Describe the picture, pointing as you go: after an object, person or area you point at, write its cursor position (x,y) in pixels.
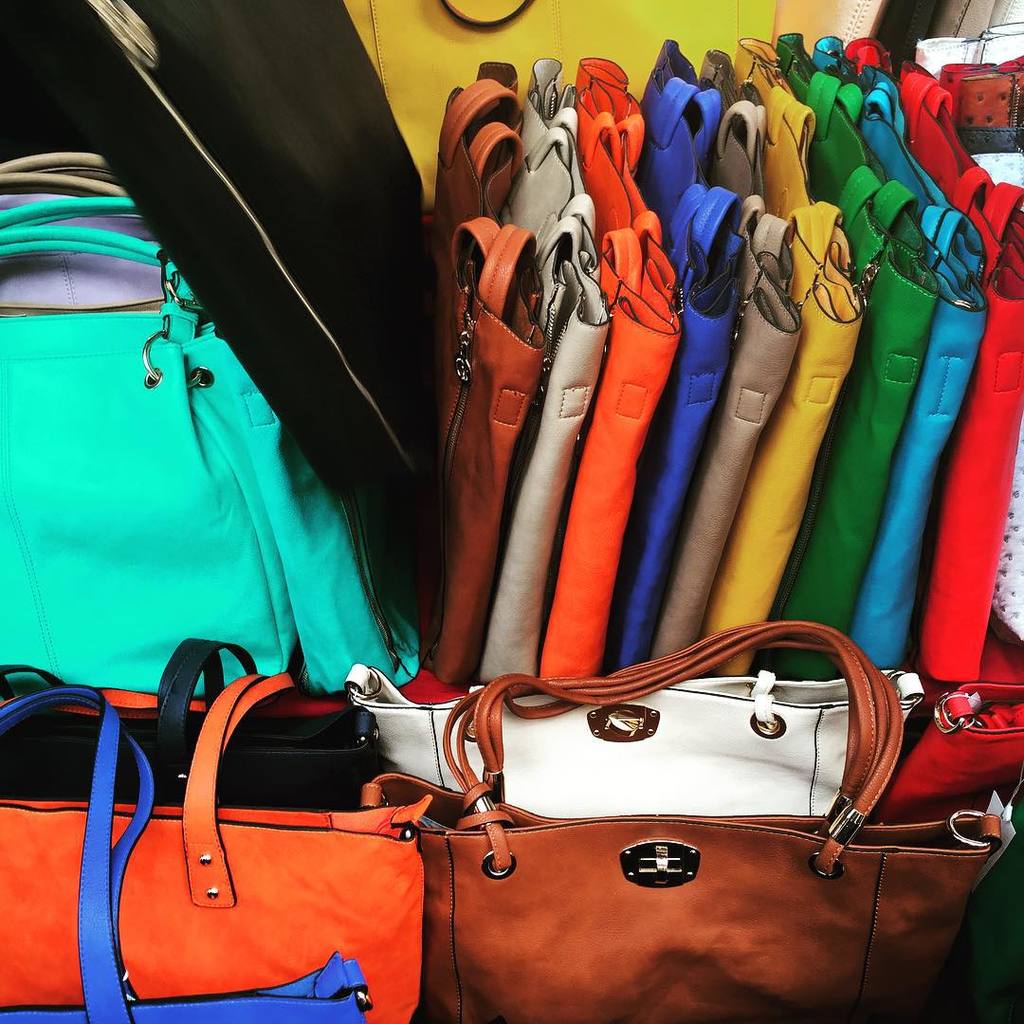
In the image there are different colors of handbags (445,284) are kept in an order. They are of different shapes and sizes.
